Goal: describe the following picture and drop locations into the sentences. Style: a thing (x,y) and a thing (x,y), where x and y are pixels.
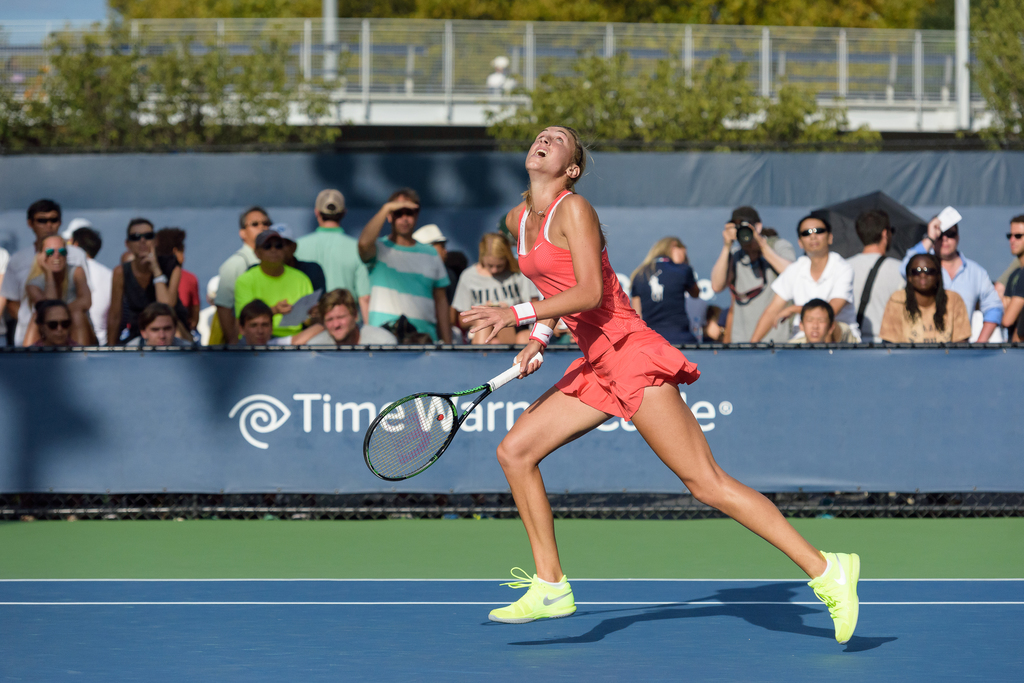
On the tennis court (479,624) there is a lady (608,285) with pink dress (620,319) is running. She is holding a racket (477,391) in her hand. She is looking up. In the background (144,363) there is poster (624,438). Behind the poster (761,406) there are many people (244,247) standing and watching her. On the top (645,48) there is a bridge (884,108) and some trees (134,100).
